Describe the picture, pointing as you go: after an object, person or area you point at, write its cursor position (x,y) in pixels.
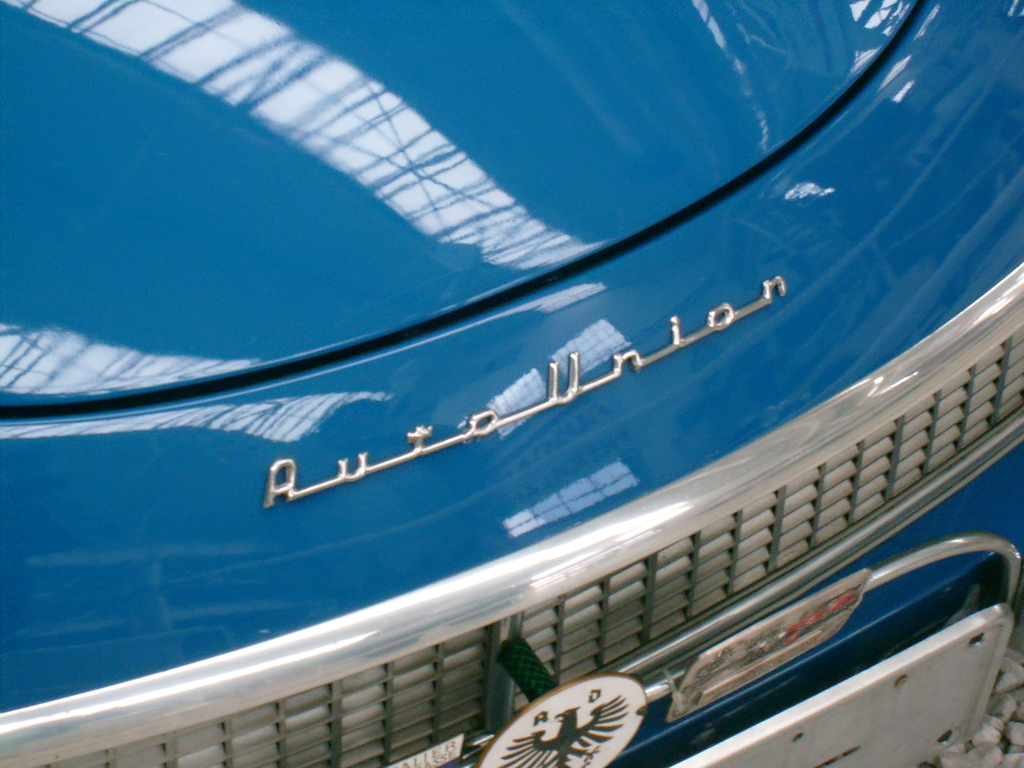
In this image I can see a vehicle (537,442) which is blue and silver in color and I can see a badge (635,695) which is white and black in color to the vehicle (475,748). To the right bottom of the image (995,756) I can see few stones (991,735).
